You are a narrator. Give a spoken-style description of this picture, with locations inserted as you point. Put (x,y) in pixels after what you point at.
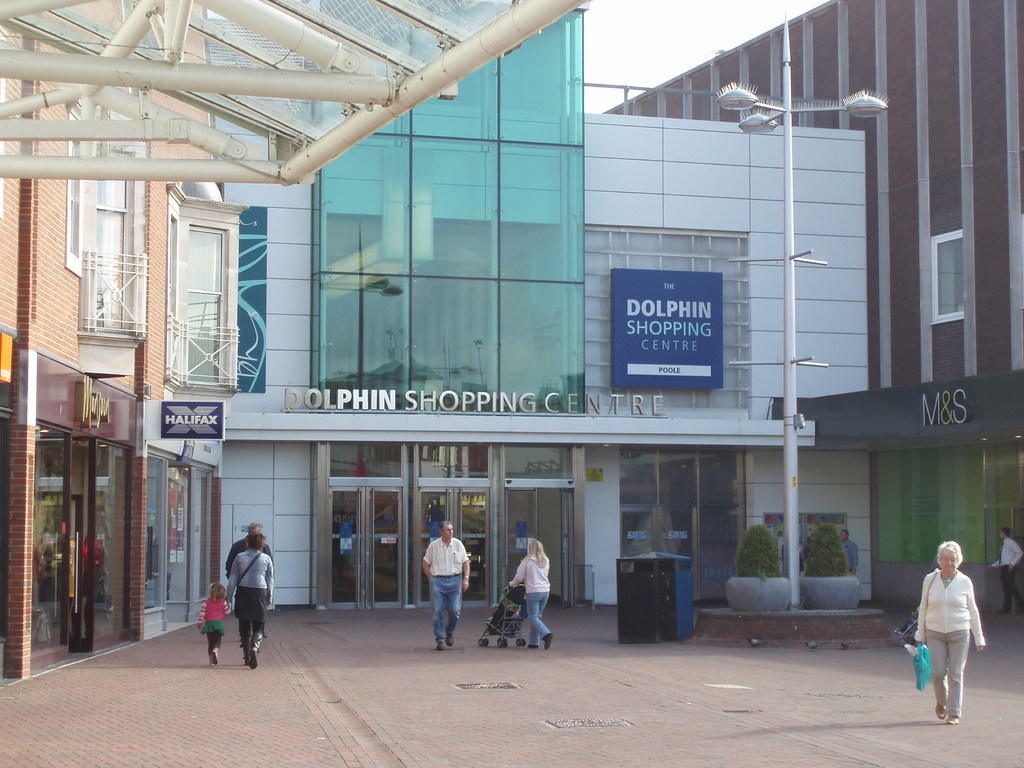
In the image we can see that there are many people (208,600) wearing clothes (247,588) and they are walking. This is a footpath (373,693), light pole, building (431,235), roof (127,124), fence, text (364,397), board (618,313), plants (744,548) and a white sky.
